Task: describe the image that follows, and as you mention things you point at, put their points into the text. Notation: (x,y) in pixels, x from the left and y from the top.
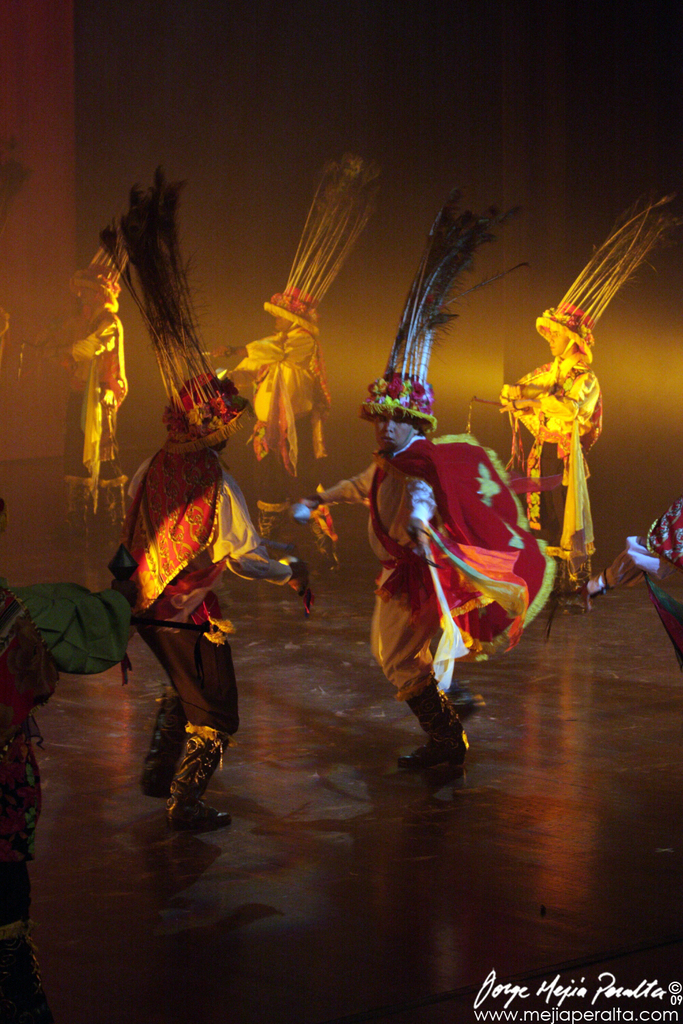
In this picture we can see a group of people (291,427) are in fancy dress (291,427) and the people (291,427) are dancing on the stage (274,642). Behind the people (201,375) there is a dark background (434,36) and on the image there is a watermark (618,990).
